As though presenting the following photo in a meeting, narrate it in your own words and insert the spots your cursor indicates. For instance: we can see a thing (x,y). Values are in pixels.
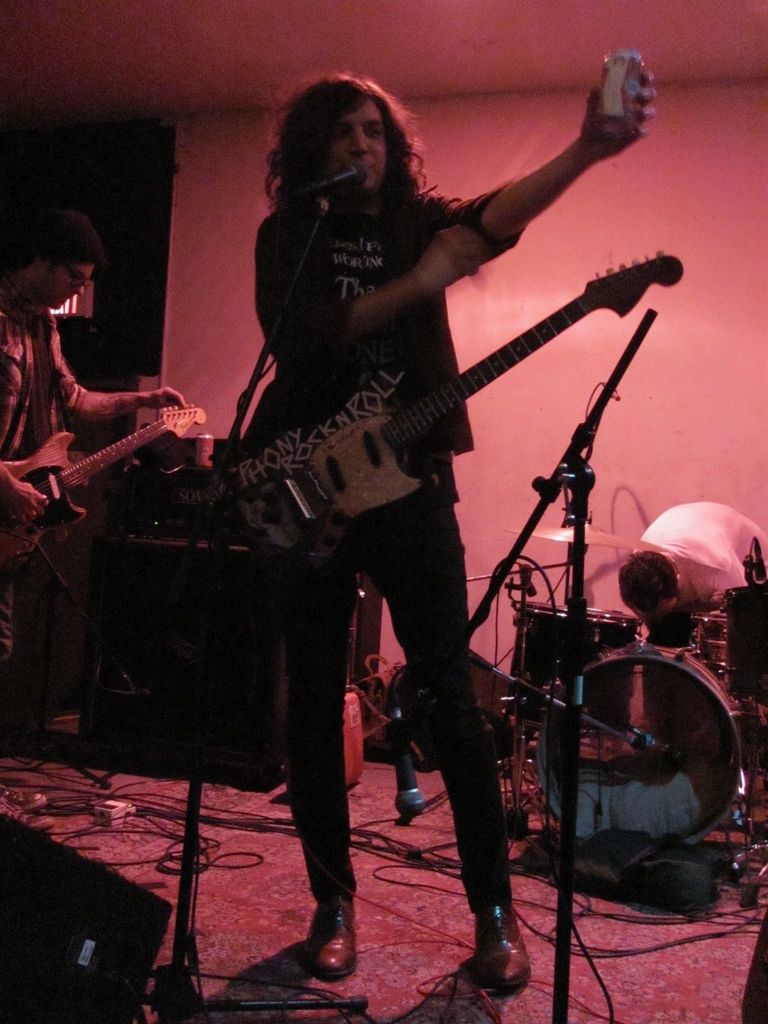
In this picture we can see man (422,261) carrying guitar (319,454) and singing on mic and in background (29,414) we can see person (38,423) playing guitar (58,445) and here person (739,559) bending and in background (489,636) we can see wall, speakers (213,636), drums (607,735), wires (378,848).
